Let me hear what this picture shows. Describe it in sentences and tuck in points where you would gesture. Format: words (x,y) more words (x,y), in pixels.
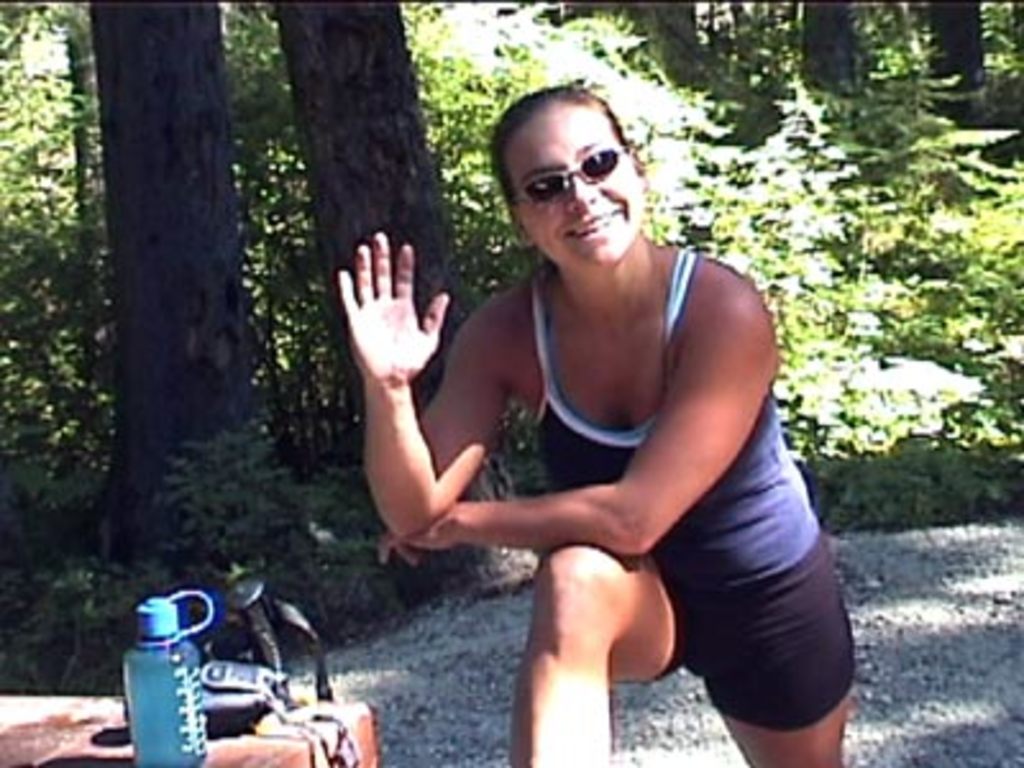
In this image, we can see a woman (636,412) is wearing goggles (540,194) and smiling. Left side (148,696) bottom, we can see bottle (156,753), few objects (317,758). Background (489,693) we can see ground (450,675), few trees (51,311) and plants (309,283).
